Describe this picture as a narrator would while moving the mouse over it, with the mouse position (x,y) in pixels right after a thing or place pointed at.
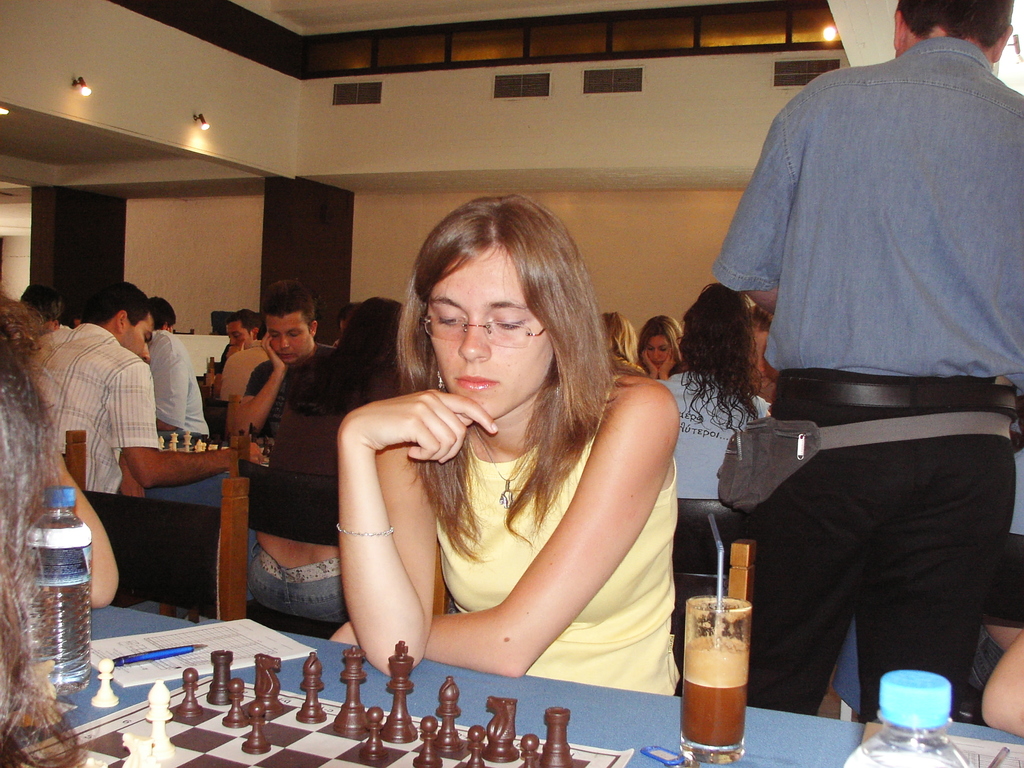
There are group of people (585,545) sitting on the chairs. Here we can see tables (141,695). On the table (408,703) there are chess boards (359,762), bottles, paper (294,647), pen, and a glass (691,753) with drink (735,678). In the background (669,218) we can see wall (622,254), boards (309,61), and lights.
